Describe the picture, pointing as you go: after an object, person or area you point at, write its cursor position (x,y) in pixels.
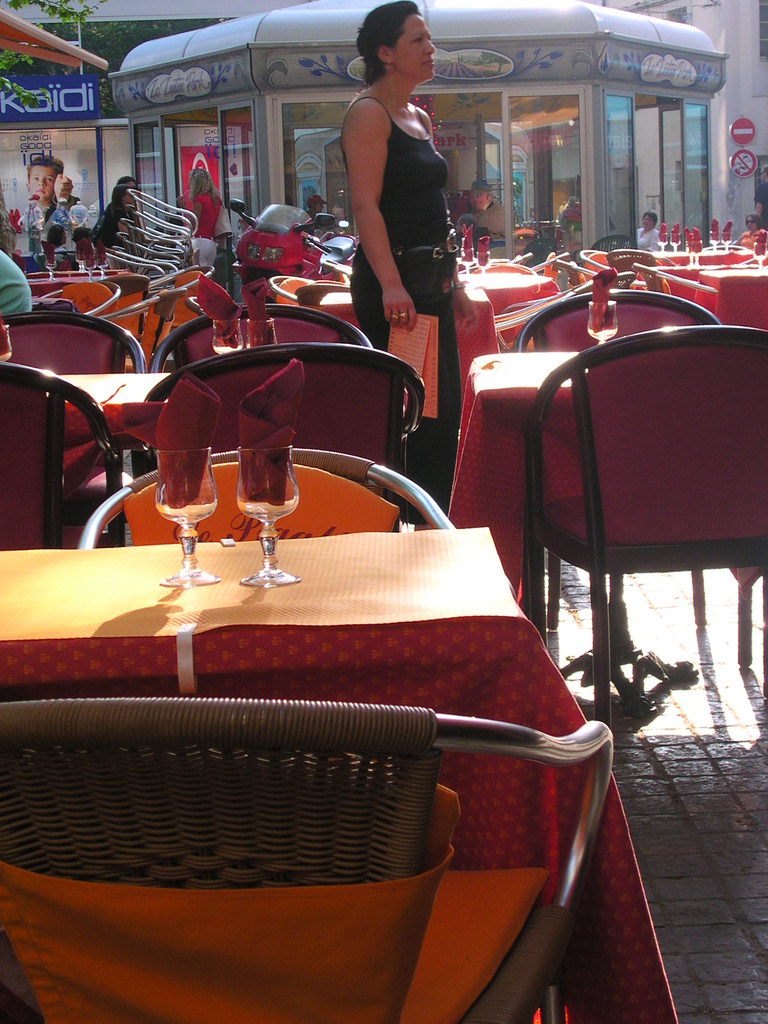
This image is taken outside. There are some tables (482,442) and chairs (606,351), on each table (303,590) there are glasses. In the center (446,480) there is a woman (395,81) and she is wearing black clothes (402,212). In the background (154,114) there is a building (664,183), some people (203,247) and a tree (88,25).
